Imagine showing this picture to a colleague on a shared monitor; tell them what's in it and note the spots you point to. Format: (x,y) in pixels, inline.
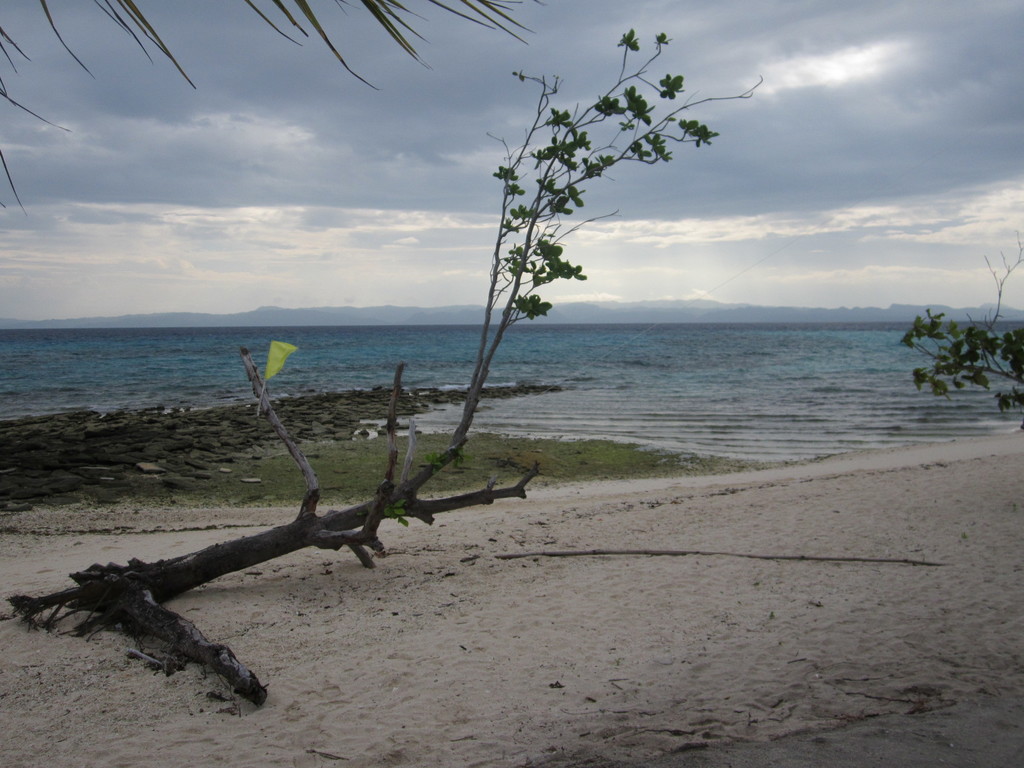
In this image we can see the sea (766,412). In front of the sea (438,356) we can see the grass (364,494), rocks (368,418), trees (411,503) and the sand (382,523). In the background (670,321), we can see the mountains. At the top (607,137) we can see the sky (376,149).
